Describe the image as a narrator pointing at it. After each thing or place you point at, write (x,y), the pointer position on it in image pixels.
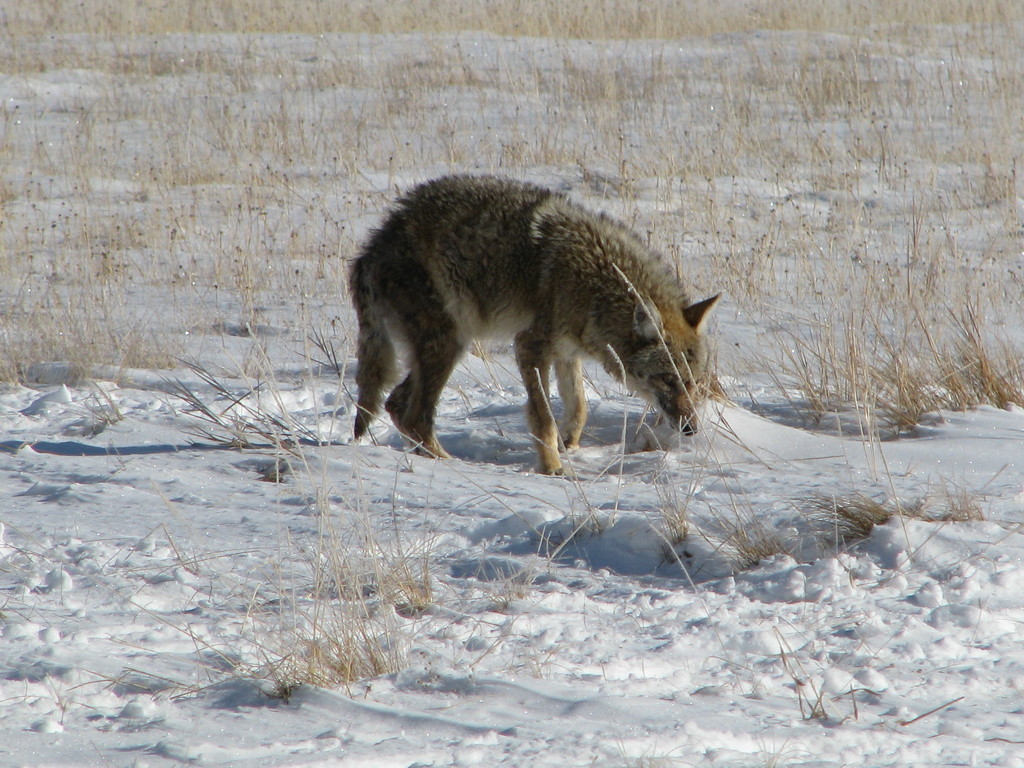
In this image there is a wolf (553,463) on the snow (714,510). At the bottom of the image (847,518) there is grass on the surface (83,186).
